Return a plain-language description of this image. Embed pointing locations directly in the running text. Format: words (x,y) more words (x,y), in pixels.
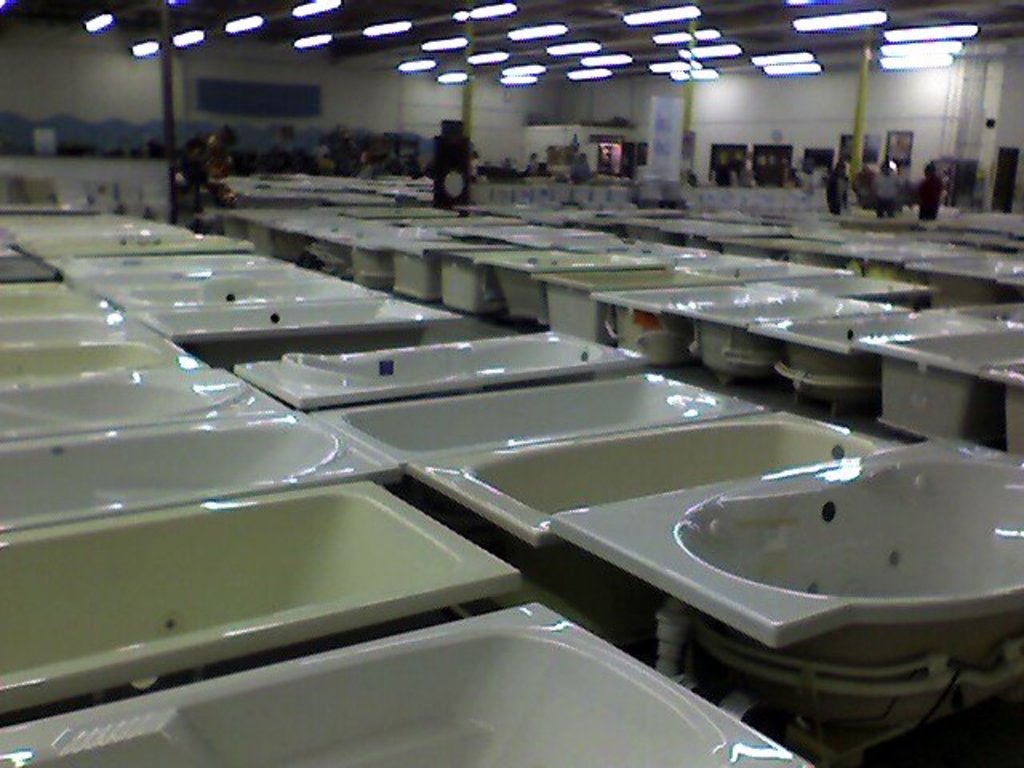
This picture contains many bathtubs (459,430) placed in a row. There are many people (882,185) standing in the background (930,175). Behind them, we see a wall (531,97) which is white in color. At the top of the picture (417,43), we see the lights (761,65) and the ceiling (551,65) of the room (735,106).
